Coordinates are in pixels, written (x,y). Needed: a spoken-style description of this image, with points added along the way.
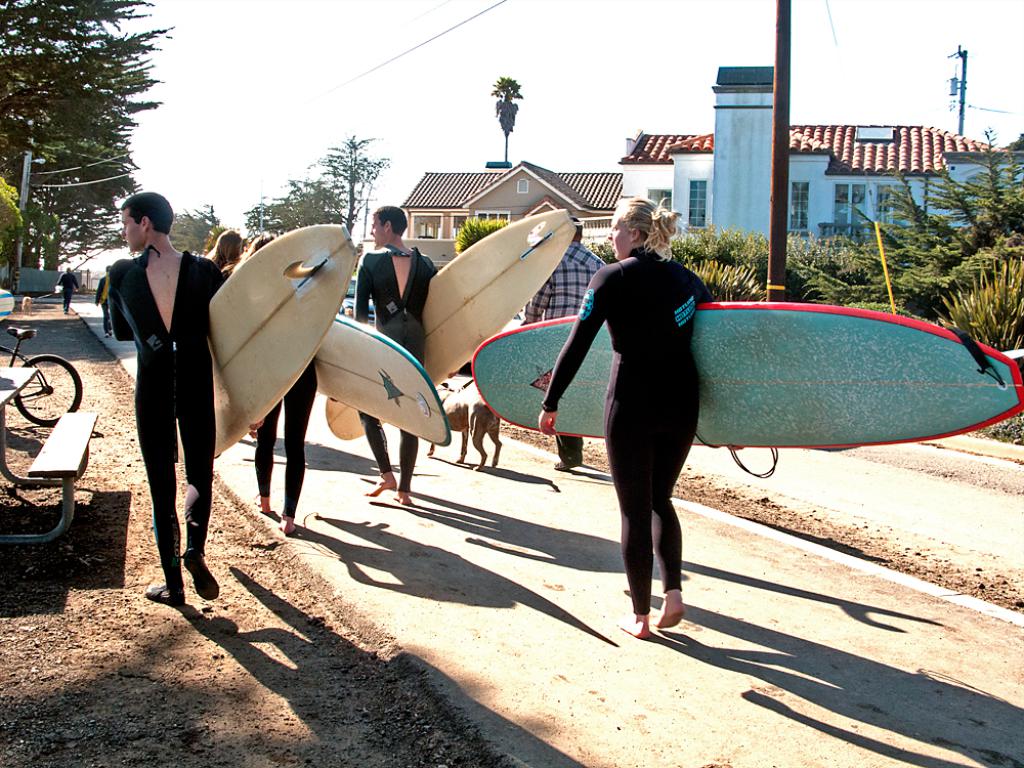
In the center (640,504) we can see few persons (637,386) are standing and holding surf board (602,430). In the background (770,147) there is a sky (468,111) with clouds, trees (26,101), building (724,193), roof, window (698,192) and road (462,495).
